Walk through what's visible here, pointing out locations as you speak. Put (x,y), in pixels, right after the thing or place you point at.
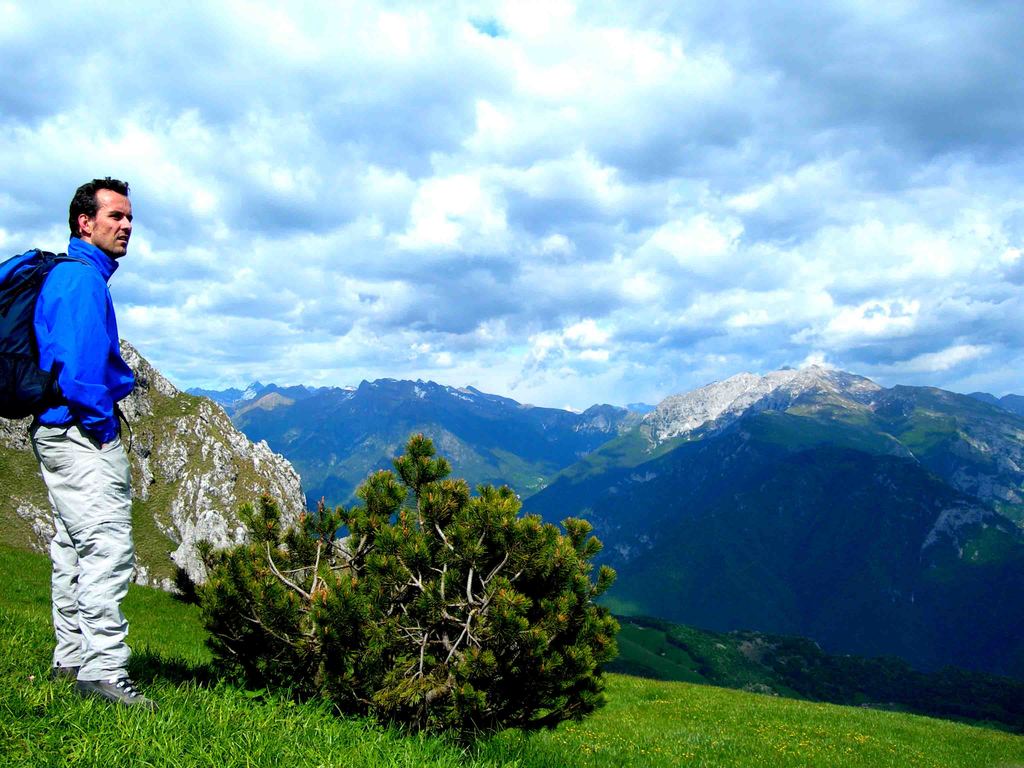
In this picture there is a person (95,272) with blue jacket (73,276) is standing and there is a plant (459,648). At the back (456,442) there are mountains (446,439). At the top (232,133) there is sky (280,137) and there are clouds (576,132). At the bottom (691,725) there is grass (691,725).
